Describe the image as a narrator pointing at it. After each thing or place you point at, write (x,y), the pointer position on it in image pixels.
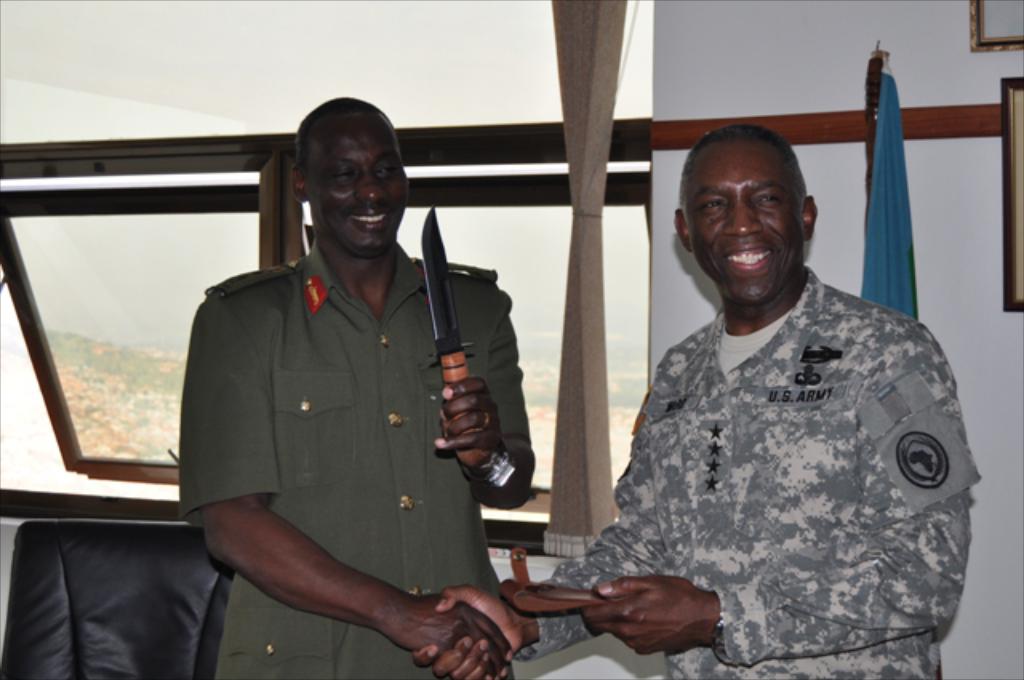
The man (343,444) in green uniform (314,368) is holding a knife (425,236) in his hand (461,442). He is shaking his hand (459,620) with the man (461,590) standing beside him. Both of them are smiling. Behind them, we see a sofa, curtain (577,249) and a glass window (85,363) from which we can see trees (66,347). Beside that, we see a white wall (821,102) on which photo frames (978,30) are placed.
